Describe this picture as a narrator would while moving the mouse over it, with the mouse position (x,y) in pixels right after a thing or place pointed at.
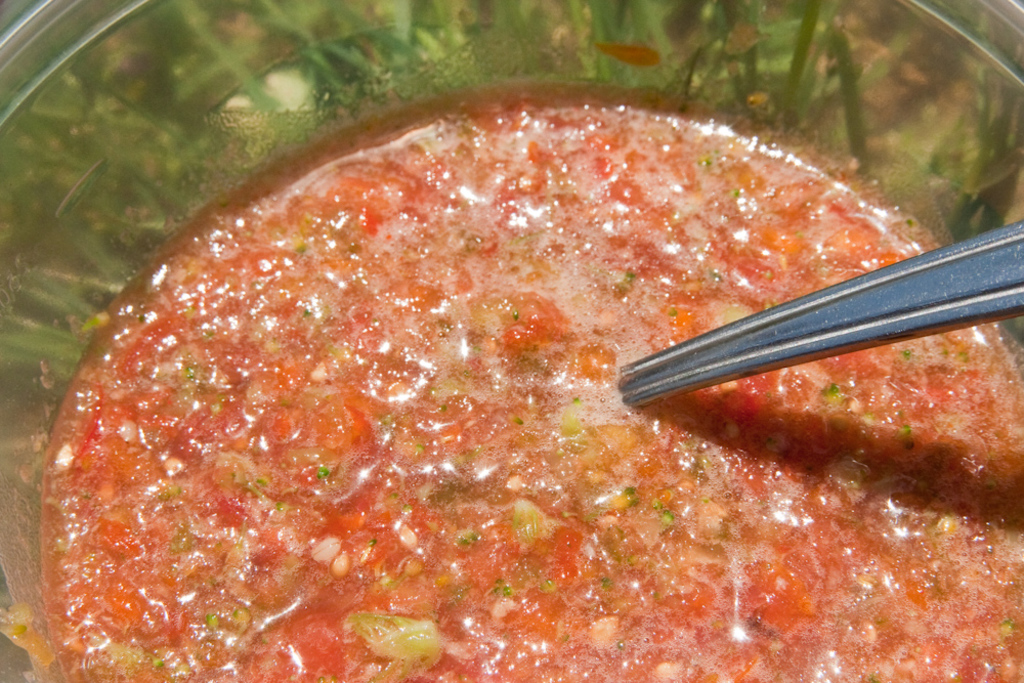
In this image we can see some food (607,438) with a spoon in a bowl (660,430).
